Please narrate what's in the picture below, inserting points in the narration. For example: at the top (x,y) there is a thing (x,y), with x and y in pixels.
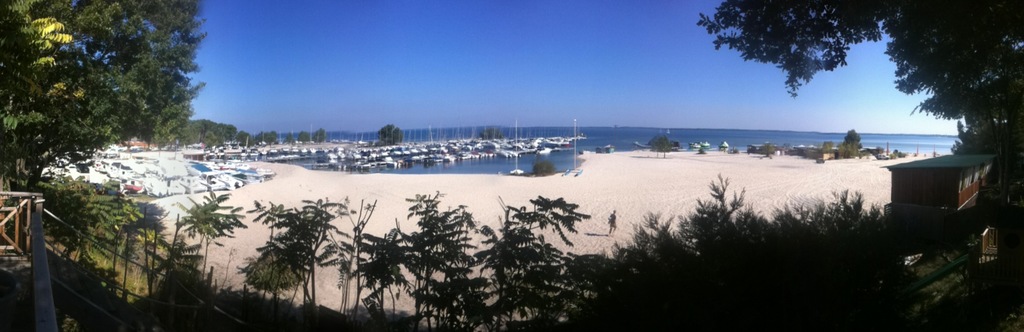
In the image there are many boats (461,160) on the side of beach (420,175) and many trees (266,288) in the front (846,282), in the back (685,145) its ocean (644,128) and above its sky (422,62).
